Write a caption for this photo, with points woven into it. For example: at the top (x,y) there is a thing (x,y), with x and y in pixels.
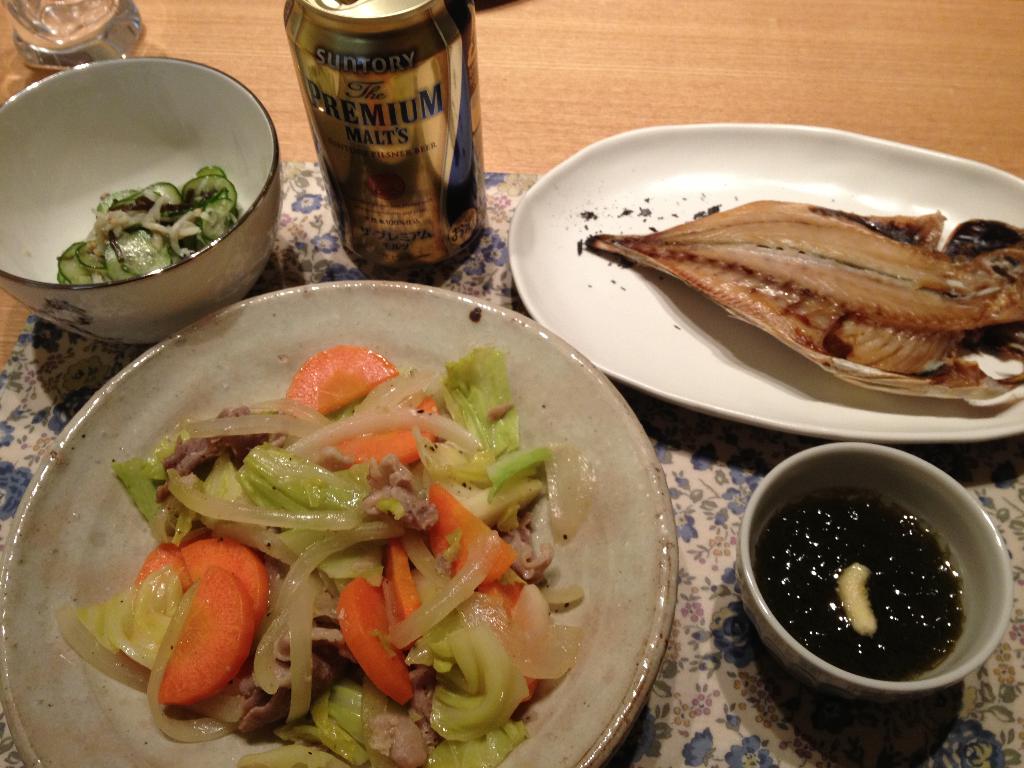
In this picture I can see food items (421,547) on plates (394,361) and bowls (46,230). Here I can see a tin can (367,174) and some other objects (310,188) on a wooden surface (483,50).
